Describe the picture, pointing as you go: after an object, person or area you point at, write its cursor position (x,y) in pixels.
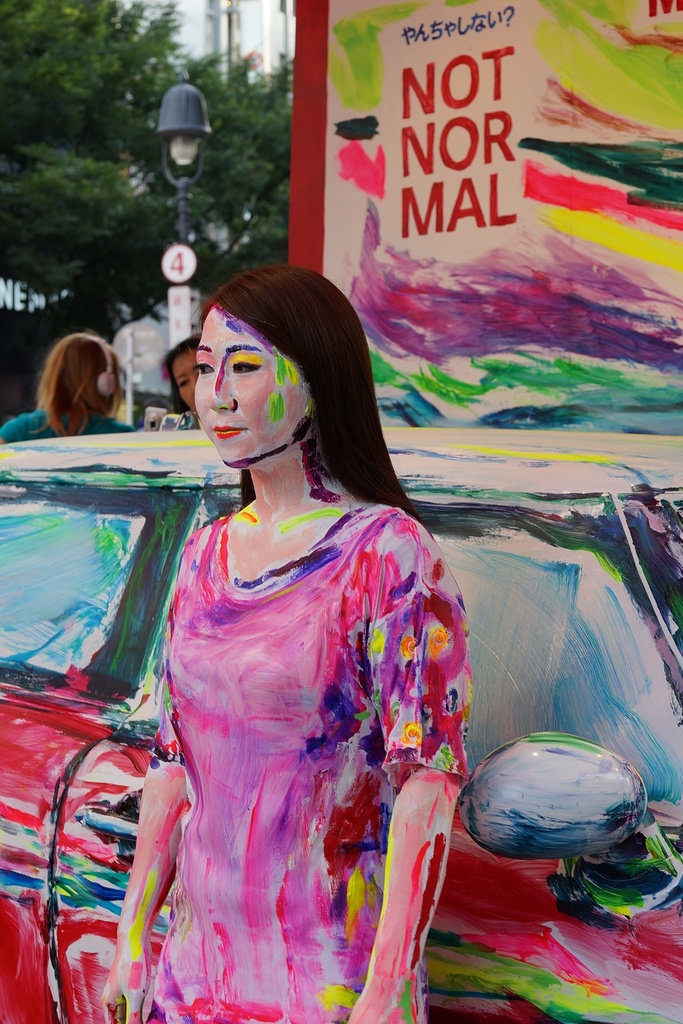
In this image, we can see the body paint (405,949) of the woman (306,665) and we can see a car (28,840).
